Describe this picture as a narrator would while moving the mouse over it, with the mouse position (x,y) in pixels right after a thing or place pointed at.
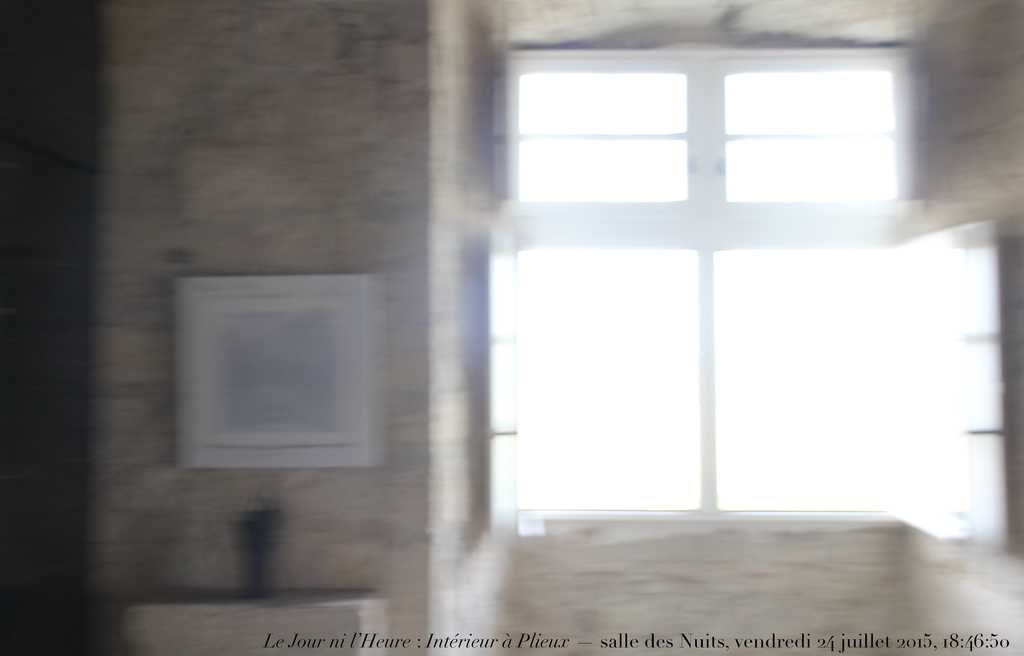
In this picture there is a window (746,290) near to the pillar (390,420). Here we can see photo frames (335,401) near to the table (251,600). On the bottom (290,644) there is a watermark (290,644).
